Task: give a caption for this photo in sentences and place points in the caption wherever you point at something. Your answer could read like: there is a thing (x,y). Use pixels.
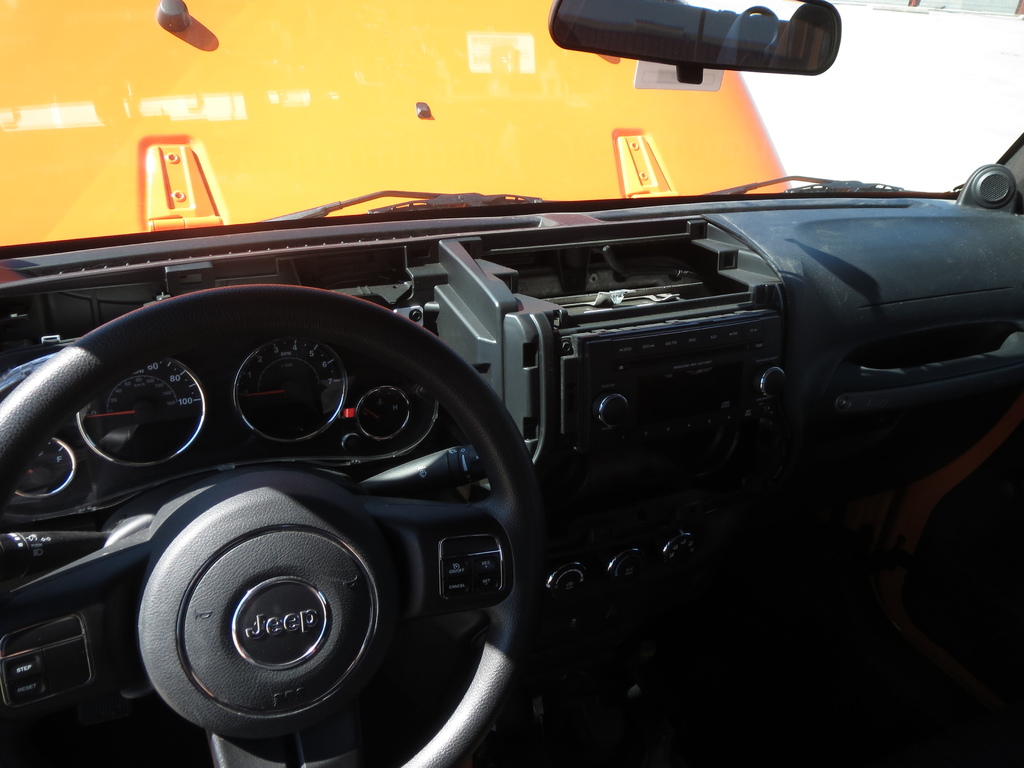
In this image we can see the inner view of a motor vehicle (617,272).
